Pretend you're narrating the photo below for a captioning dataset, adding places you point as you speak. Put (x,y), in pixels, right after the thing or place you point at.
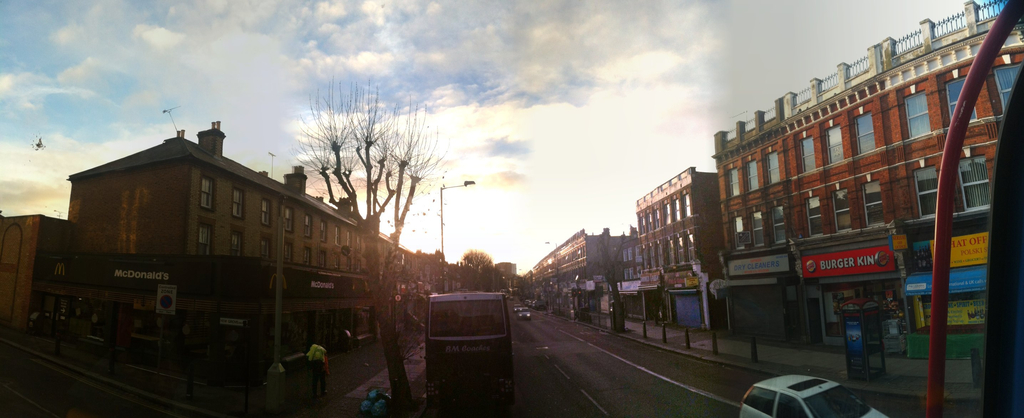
In this picture there are buildings (681,257) on the right (864,274) and left side of the image (295,265), there are shops (221,287) which includes Mcdonalds (138,301), burger king (829,302) and other stalls (782,313), there are buses (473,328) and cars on the road (533,362) at the bottom side of the image (478,352), there are poles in the image and there is a tree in the center of the image (375,161) and there are trees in the background area of the image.
